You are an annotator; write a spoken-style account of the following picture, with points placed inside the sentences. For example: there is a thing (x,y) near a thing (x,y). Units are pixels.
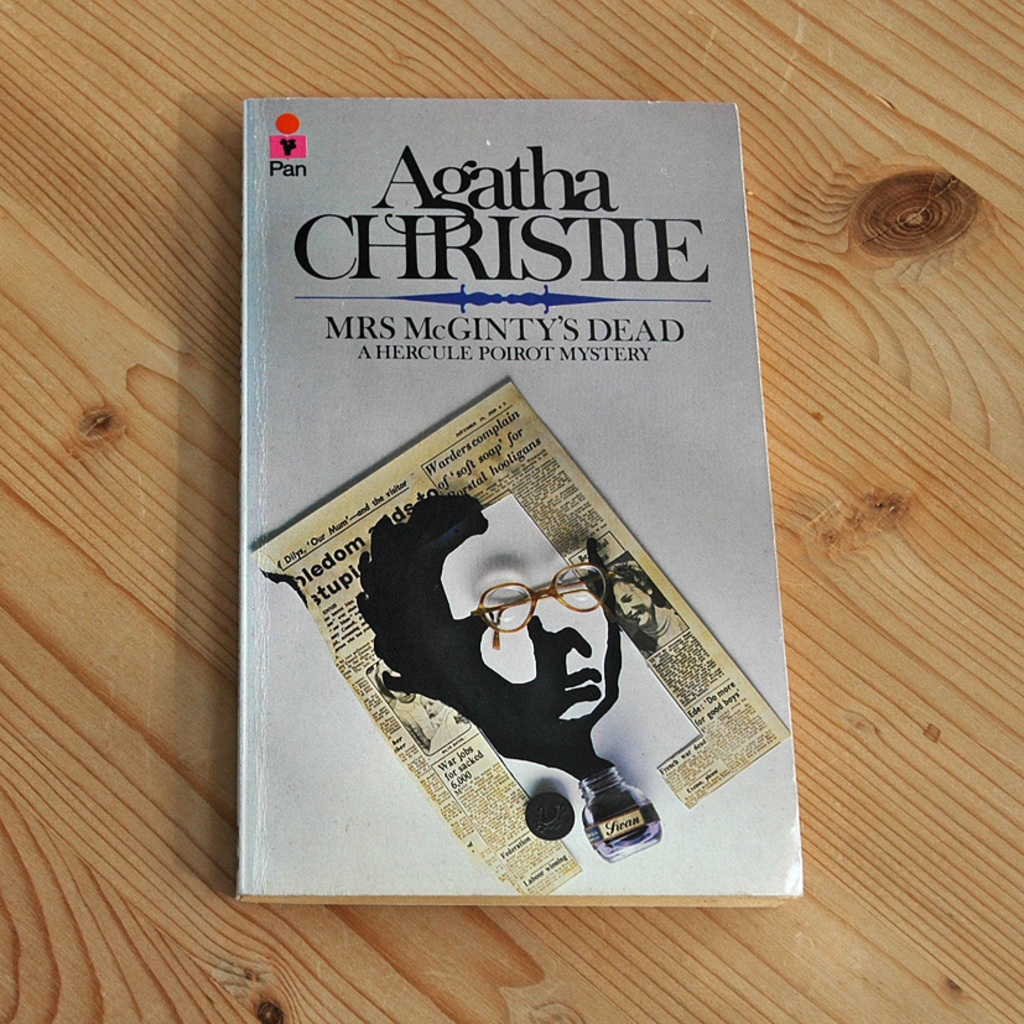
Here I can see a book (539,286) on a wooden surface (883,561). On the book (452,464) there is a paper (469,462) and a bottle (618,826) and also there is some text (603,244).
